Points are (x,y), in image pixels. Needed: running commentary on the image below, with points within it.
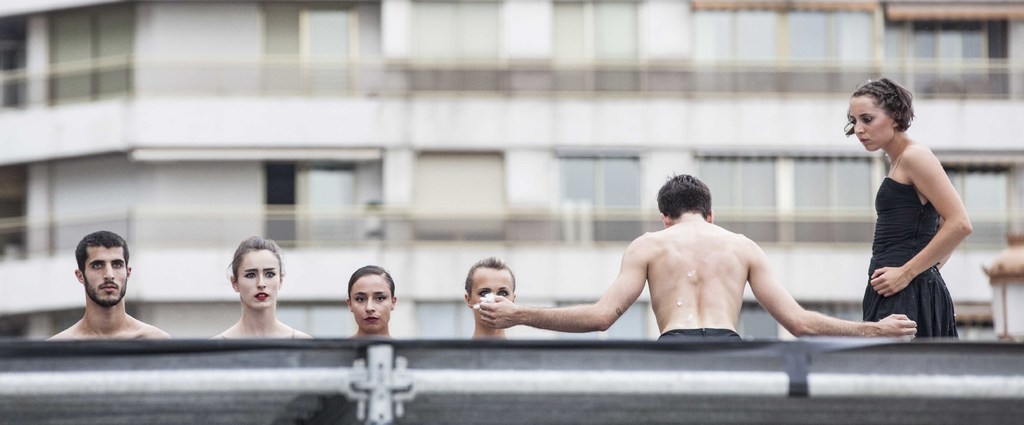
At the bottom of the image (495,408) there is fencing (372,423). Behind the fencing (308,396) there are few people (670,281). Behind them there is a blur background (93,130) with walls (89,114), glass windows (761,39) and railings (188,63).
